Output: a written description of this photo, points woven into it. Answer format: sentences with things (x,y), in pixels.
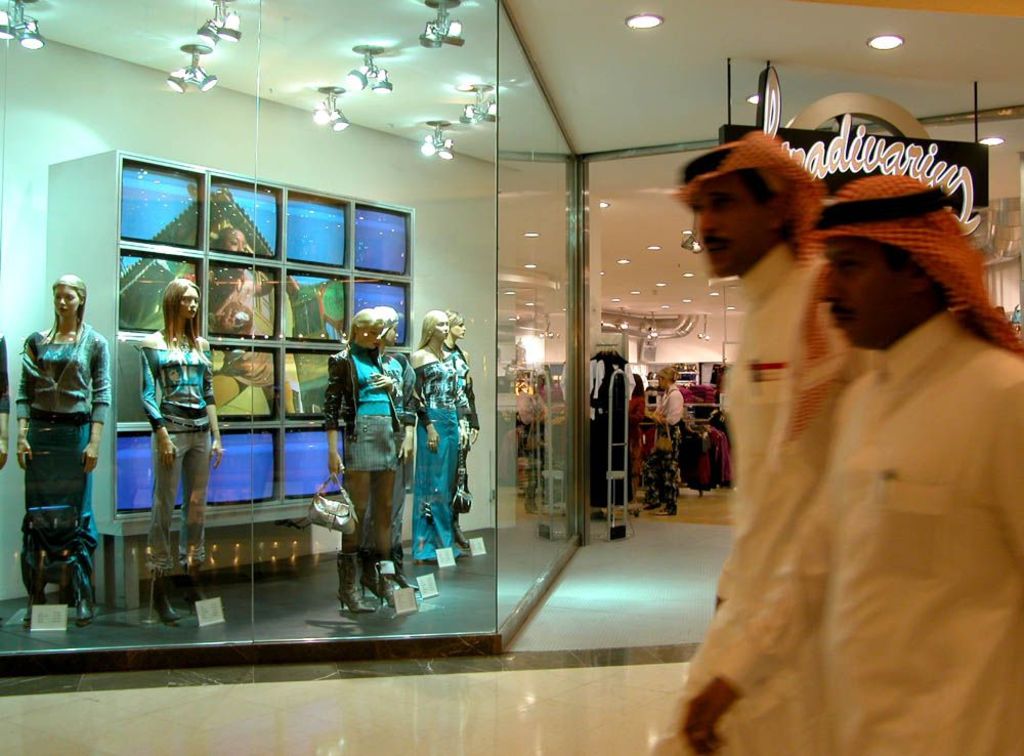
In this image we can see there are two people (868,370) walking in front of the store (558,480) behind them there is a store (507,433) where we can see so many mannequins (29,551) also there are so many clothes (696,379) hanging on the hangers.
